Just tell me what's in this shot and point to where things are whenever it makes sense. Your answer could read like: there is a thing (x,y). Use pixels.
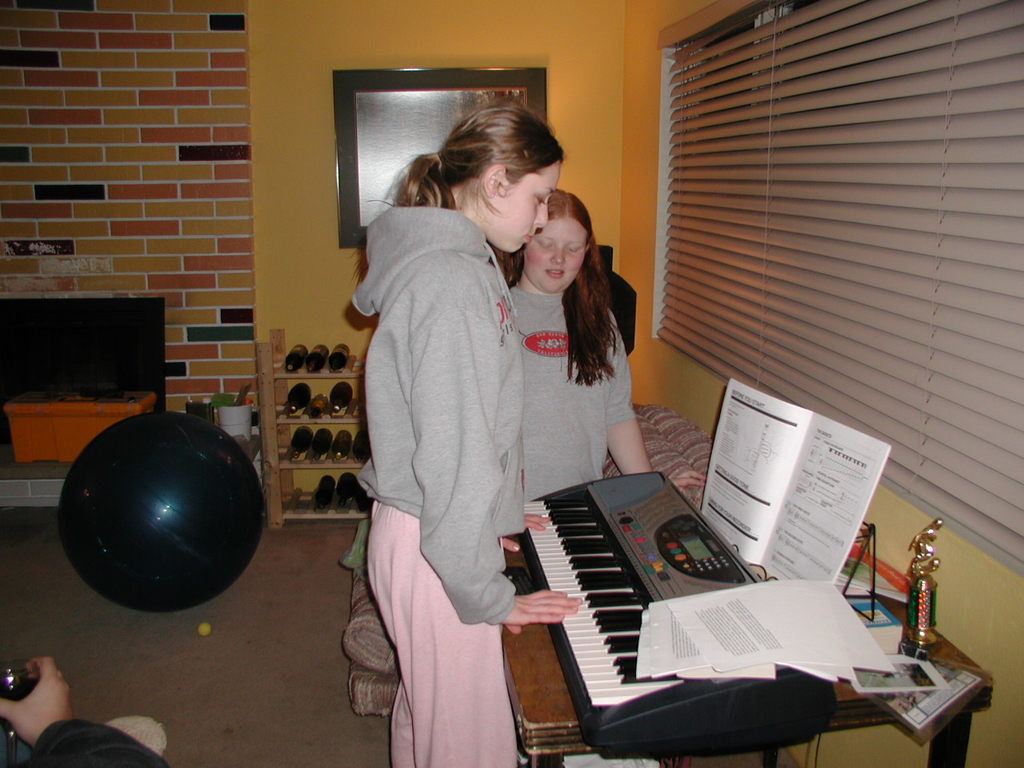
There is a woman (388,214) standing in the center (513,433) and she is playing a piano (603,630). There is another woman (570,469) standing beside to this woman (509,324) and she is looking at this piano (661,564).
